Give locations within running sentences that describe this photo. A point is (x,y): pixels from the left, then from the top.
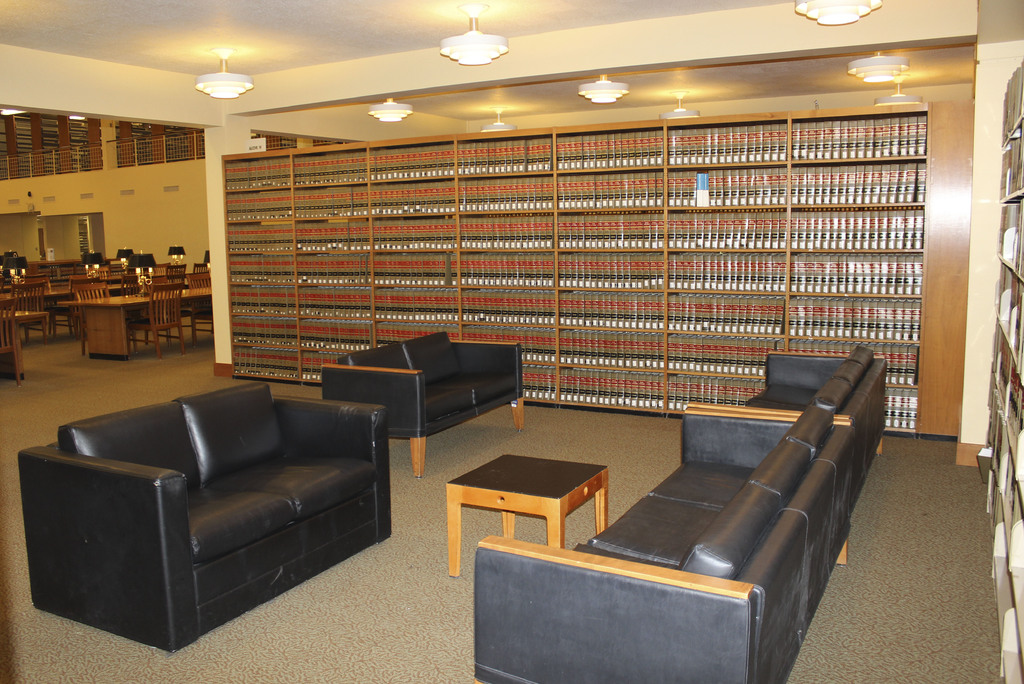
In this picture there are sofa (405,402) and there are many books (639,260) in the shelf (749,291).
